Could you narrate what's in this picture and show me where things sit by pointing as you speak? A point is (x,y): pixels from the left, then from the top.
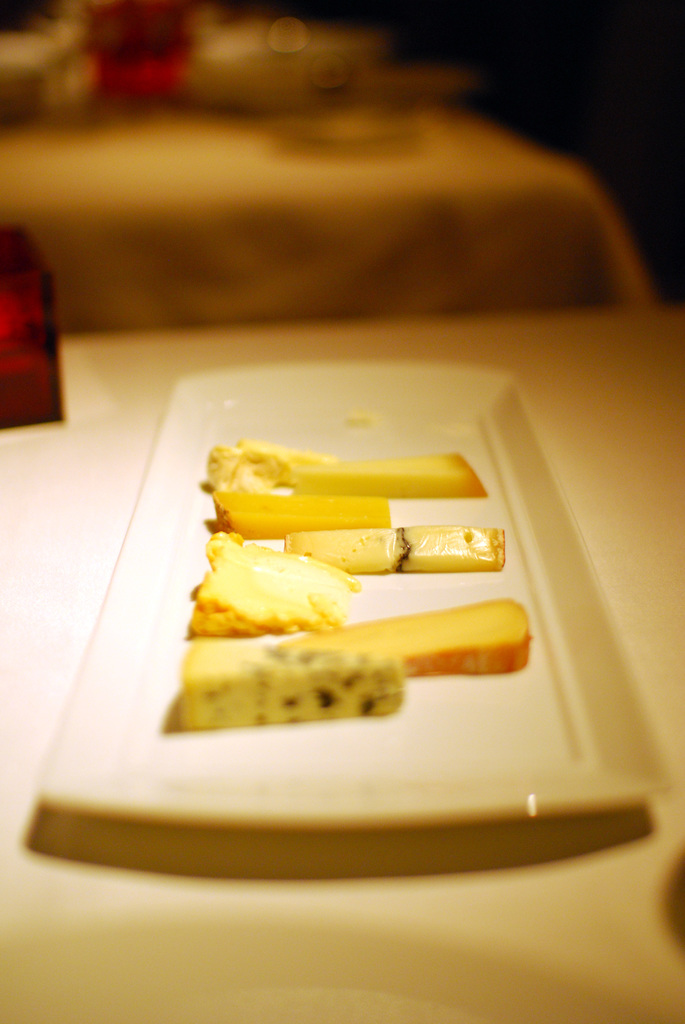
In this image we can see some food (365,701) in a plate (400,744) which is placed on a table (265,864).
